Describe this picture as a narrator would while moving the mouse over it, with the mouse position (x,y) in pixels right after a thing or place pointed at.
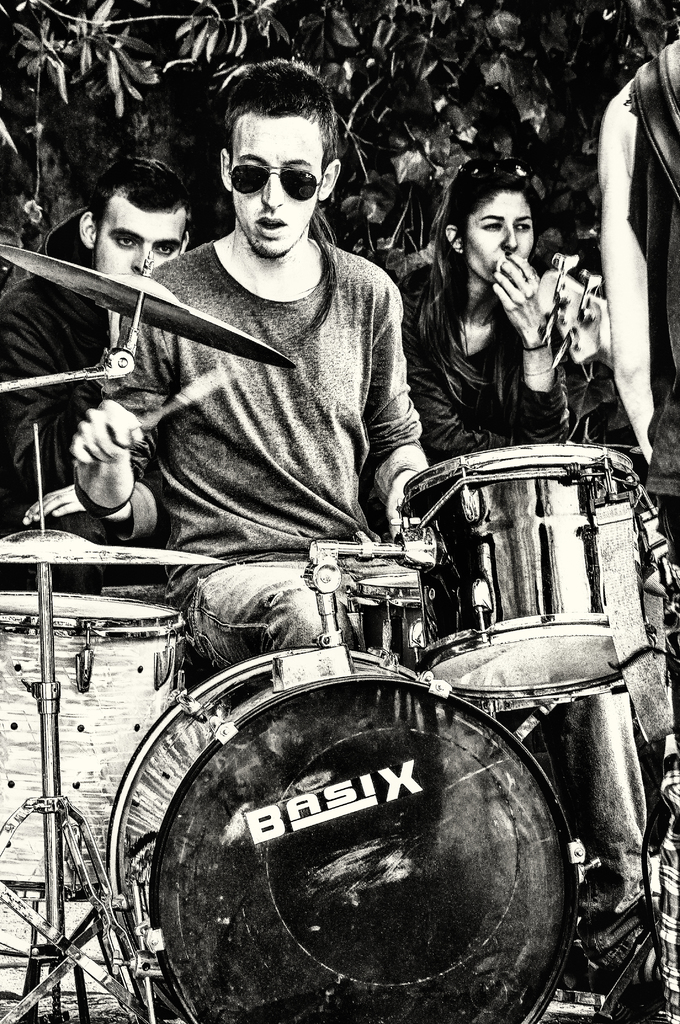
there are four people (251,320) in this image. there is a drum kit (222,330) in front (222,339). the person (371,388) at the front (317,406) is sitting and holding sticks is wearing goggles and a t shirt (301,458). behind him there are more two people (455,344), behind them there is a tree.
